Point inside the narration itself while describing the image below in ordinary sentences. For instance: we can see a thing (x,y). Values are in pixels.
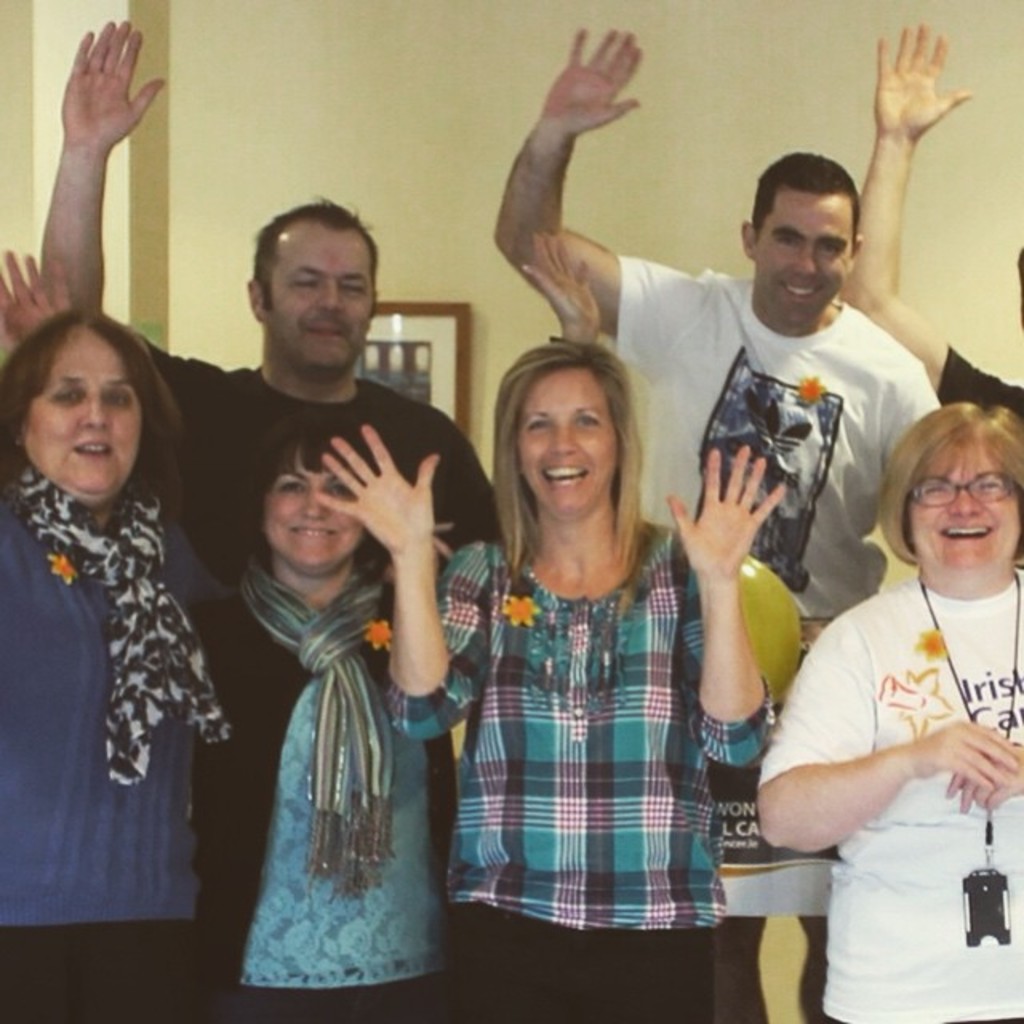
In this image, there are a few people (671,334). In the background (428,265), we can see the wall (408,233) with a frame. We can also see a yellow colored object (780,600).
